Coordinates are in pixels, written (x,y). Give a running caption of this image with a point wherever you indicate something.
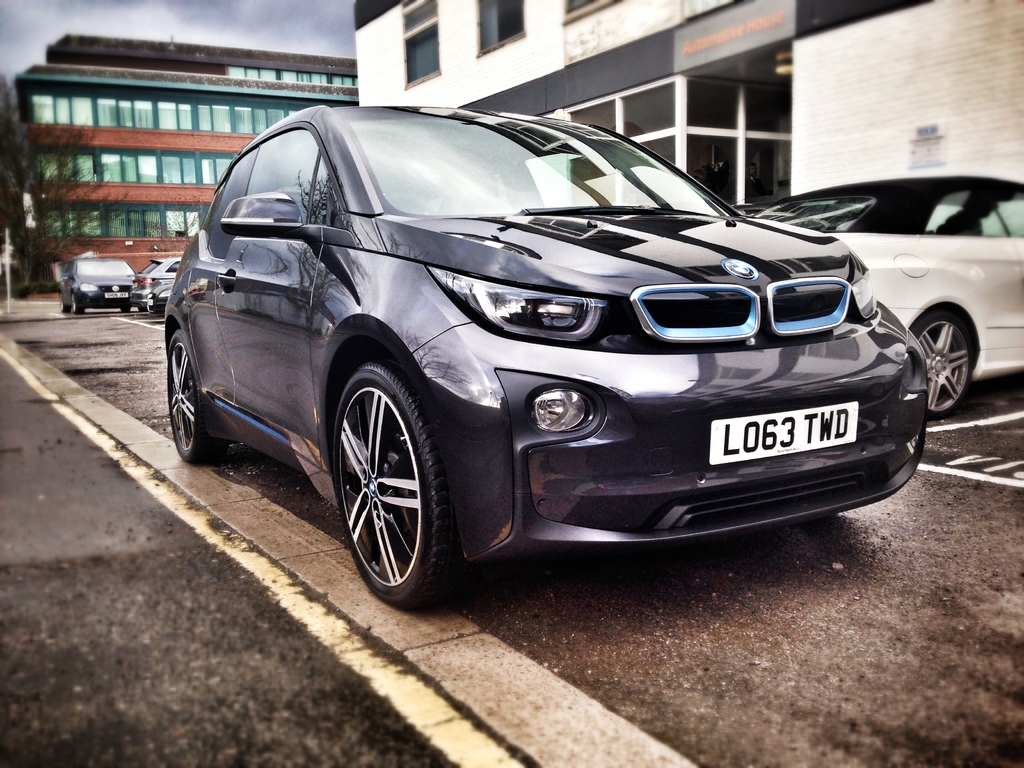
In this image we can see these cars (194,412) are parked and these cars (183,397) are parked here. In the background (87,121), we can see buildings (87,121) and the cloudy sky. This part of the image is slightly blurred.
